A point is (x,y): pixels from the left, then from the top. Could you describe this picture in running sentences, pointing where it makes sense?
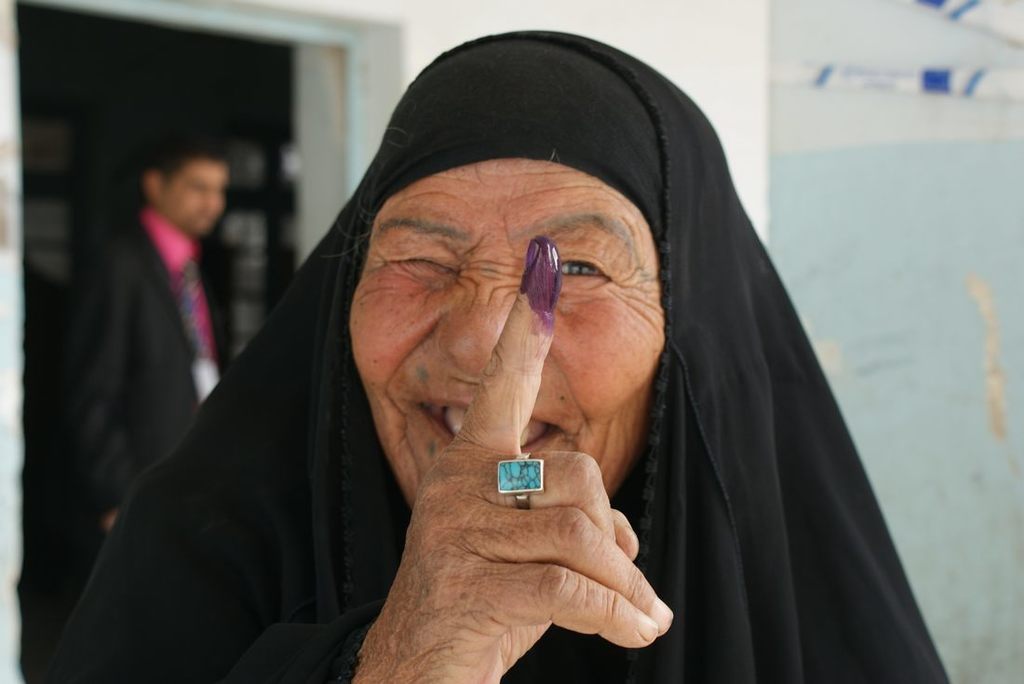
In this picture I can observe an old woman (468,381) wearing black color dress (710,325). On the left side (175,328) I can observe a person (179,287). In the background (819,177) there is a wall (829,226).
